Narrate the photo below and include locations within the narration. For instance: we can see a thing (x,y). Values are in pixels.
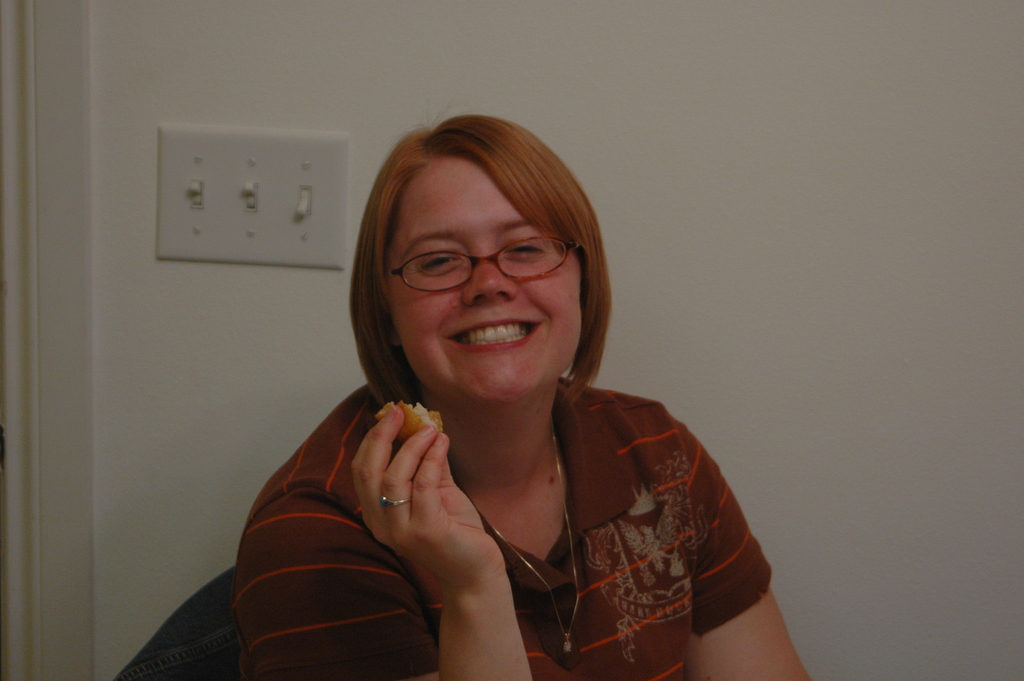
In the picture we can see a woman (368,592) sitting and holding a food item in the hand (461,509) and she is smiling and behind her we can see a wall (953,606) with a switchboard (227,214) to it.
